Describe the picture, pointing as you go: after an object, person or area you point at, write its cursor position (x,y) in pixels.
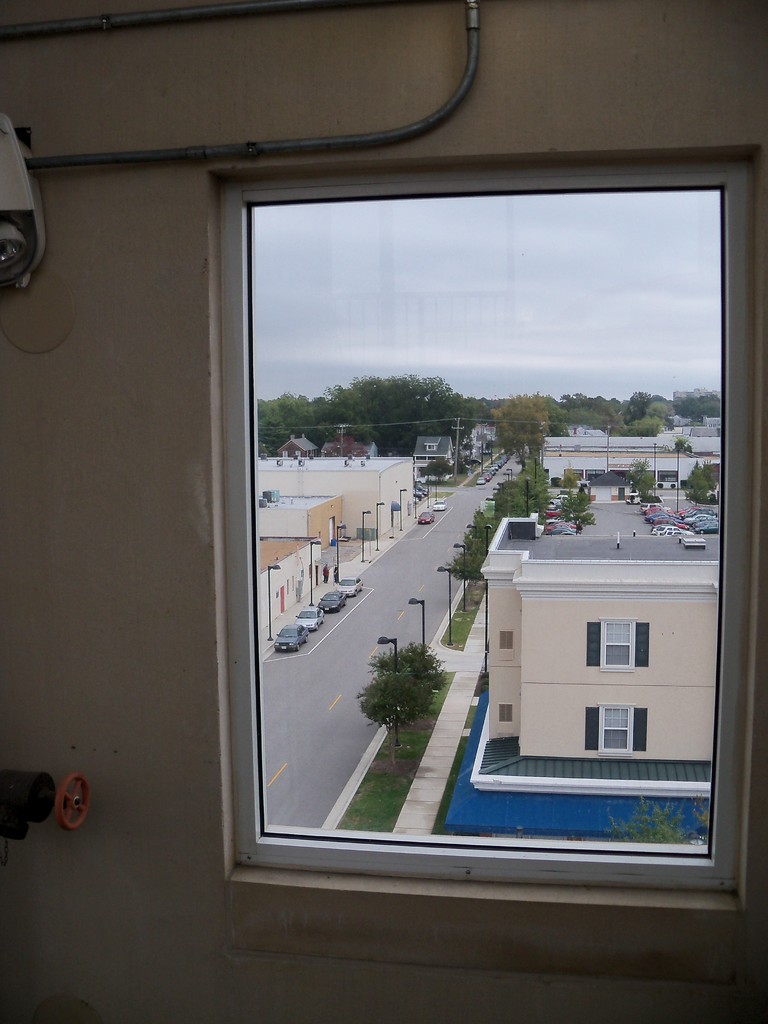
In this image I can see a wall (303,892) and a window (308,861). Here I can see buildings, trees (488,523), vehicles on the road (321,678) and the sky (463,382).
